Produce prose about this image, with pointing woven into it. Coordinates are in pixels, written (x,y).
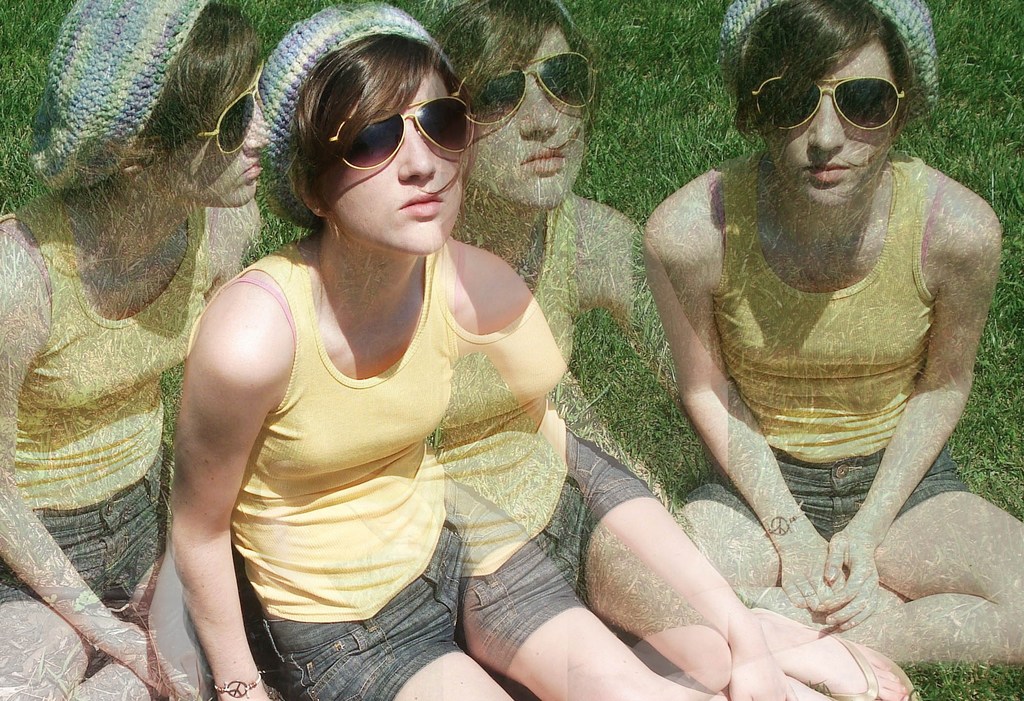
It is an edited image. In this image there is a reflection (244,67) of a person (404,303). At the bottom of the image (672,488) there is grass (654,123).
